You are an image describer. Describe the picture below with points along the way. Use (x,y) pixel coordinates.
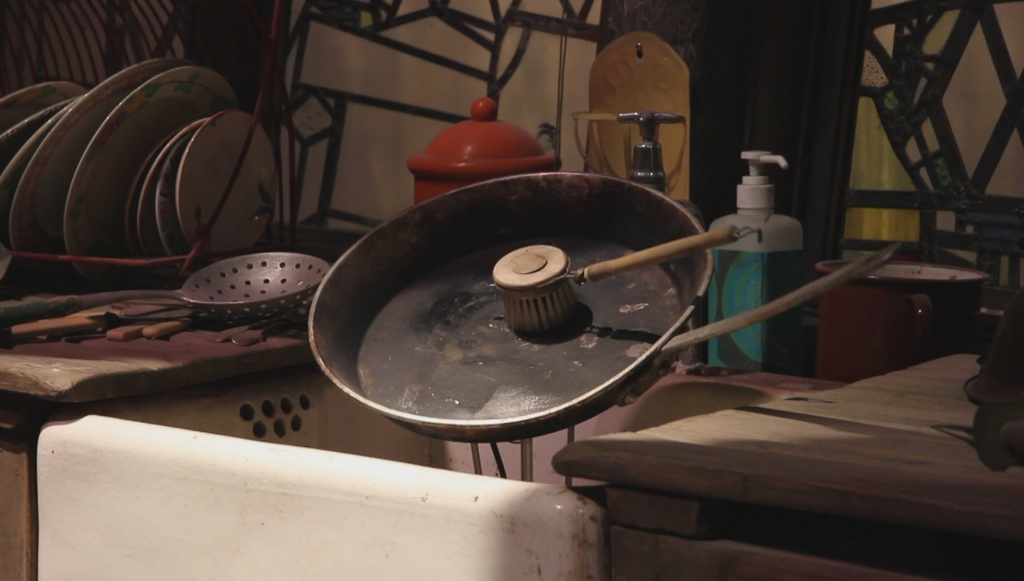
In the image we can see there are plates (136,194) arranged according to their size in a rack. There is a pan (479,283) and a brush (525,307) is placed over it behind it there is dropper (767,204) of soap solution (766,293), beside it there is a brown colour mug (891,308) and a table (893,399) in between the room (737,480).
